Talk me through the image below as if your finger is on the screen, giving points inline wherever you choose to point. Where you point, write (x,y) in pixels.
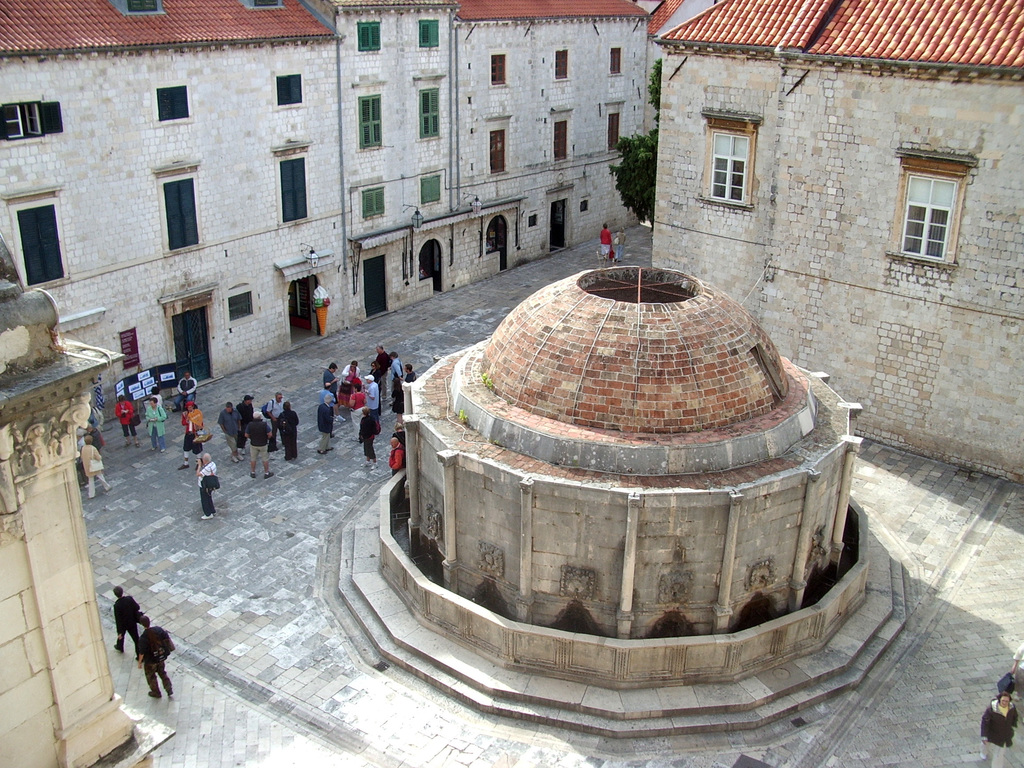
In this image we can see the persons (374,433) standing on the ground (244,473) and there are buildings (780,253) and wall (55,515) with a design (57,405). And we can see a fountain (591,386), tree (652,148) and few objects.
